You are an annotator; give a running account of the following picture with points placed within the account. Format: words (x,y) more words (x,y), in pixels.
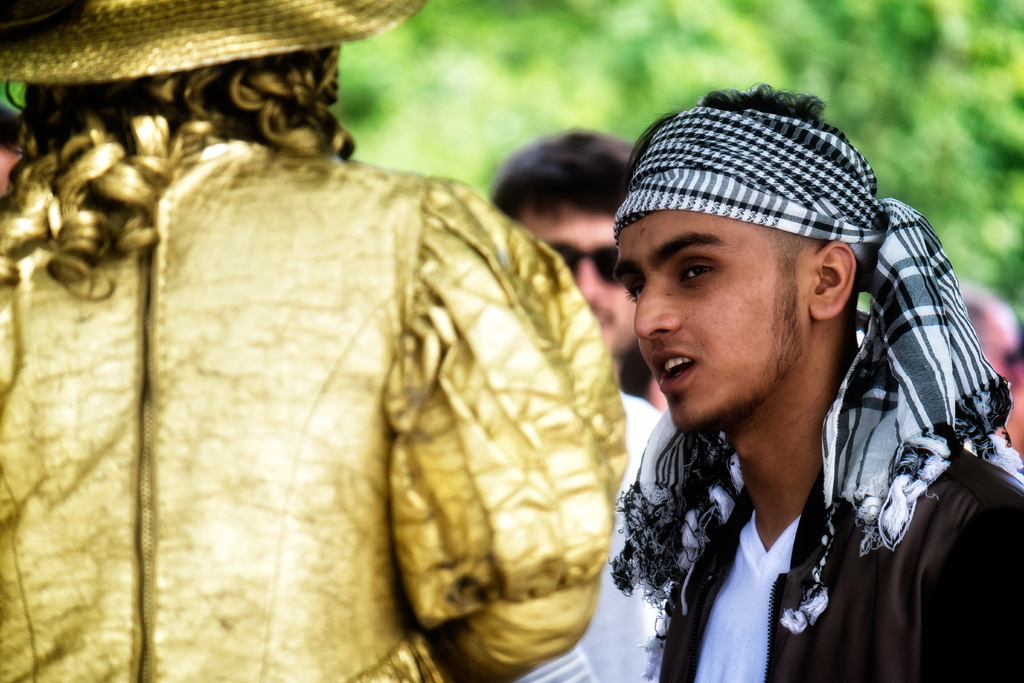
On the left side of the image (97,407) we can see this person (288,520) wearing gold dress (59,349) and hat (174,26). On the right side of the image (786,459) we can see this person (747,452) wearing black jacket (968,546) and scarf (649,150) on his head (693,253). The background of the image (479,25) is slightly blurred, where we can see a person (572,241) and trees (722,36).
